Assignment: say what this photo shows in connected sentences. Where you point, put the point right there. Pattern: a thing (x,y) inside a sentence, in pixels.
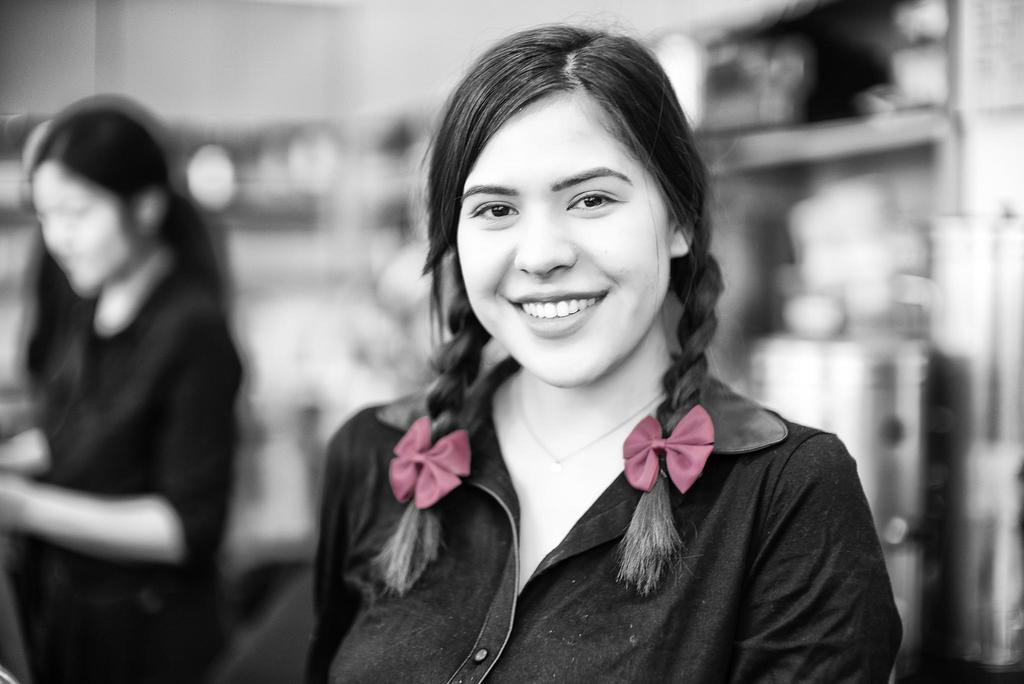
In this image in the foreground (605,307) there is a woman (502,200), she is smiling, background (354,226) is blurry, on the left side (99,436) there is another woman (78,397) visible.
